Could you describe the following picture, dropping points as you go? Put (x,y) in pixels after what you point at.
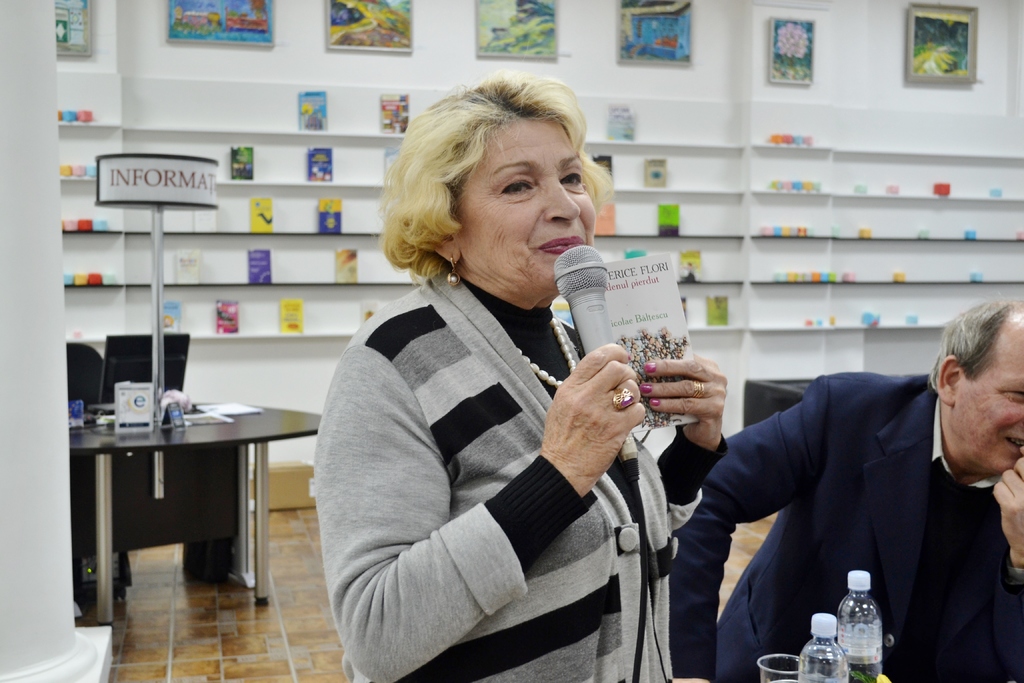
In this image there is a person (440,170) standing and holding a book (646,358) and a mike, and there is another person (882,585), water bottles (854,657), glass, table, chair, monitor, books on the racks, frames (793,22) attached to the wall (182,90).
